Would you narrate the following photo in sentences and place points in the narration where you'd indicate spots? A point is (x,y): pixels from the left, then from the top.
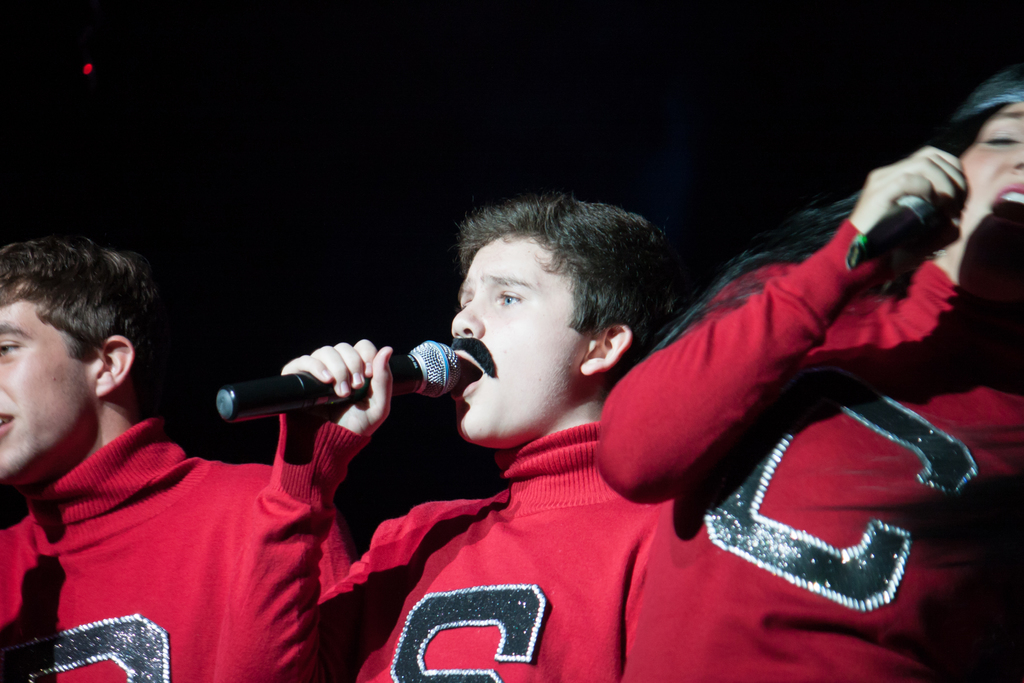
In this image I can see three persons (716,521). On the right side (741,374) two persons (653,342) are holding a mic (870,248).
